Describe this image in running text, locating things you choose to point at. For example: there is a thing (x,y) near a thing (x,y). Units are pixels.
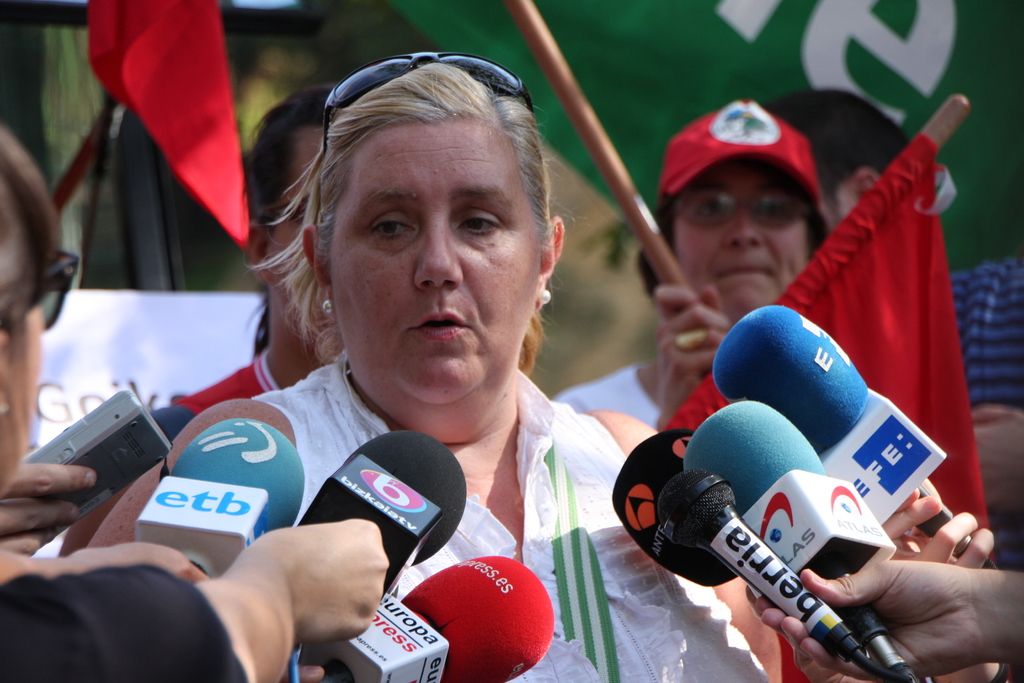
In the foreground of this image (583,482), there is a woman (558,461) and there are people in front of her holding mics (806,473). In the background (762,206), there are people (762,226) holding flags (873,255) and we can also see few banner like objects (158,325).
